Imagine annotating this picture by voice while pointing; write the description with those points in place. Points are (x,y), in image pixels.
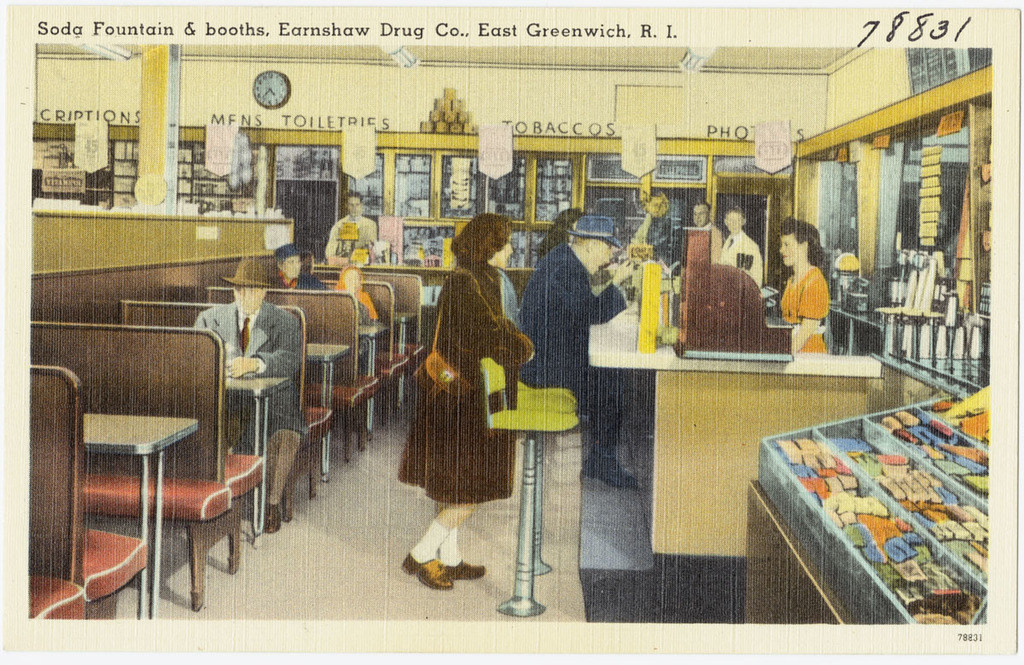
In the image we can see a paper (484,50). In the paper (228,66) we can see a photo (313,154), in the photo (808,320) we can see some people (824,304) are standing and sitting and there are some tables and products (443,128). At the top of the image (383,132) there is wall (568,73), on the wall (568,73) there are some products (182,161) and clock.
